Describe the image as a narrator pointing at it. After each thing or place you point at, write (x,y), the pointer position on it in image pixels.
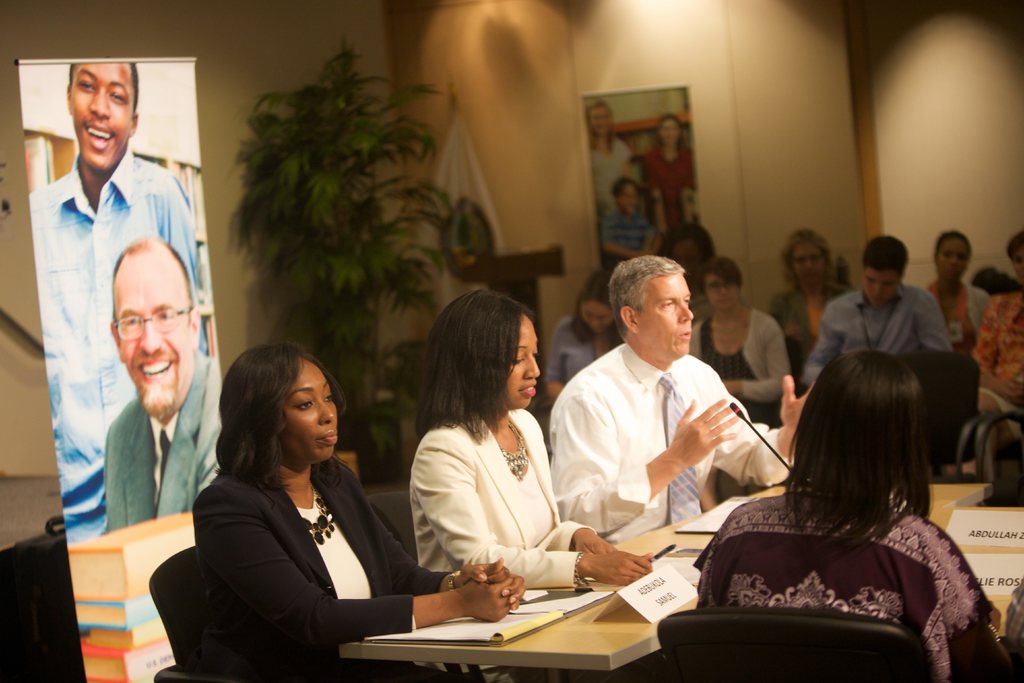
In this image we can see some people (333,610) in a room (156,273) and among them few people (490,538) are sitting and there is a table (651,628) in front of them with mics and some other things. In the background (160,34) we can see a wall (227,290) with a photo frame (647,152) and there is a poster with pictures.
